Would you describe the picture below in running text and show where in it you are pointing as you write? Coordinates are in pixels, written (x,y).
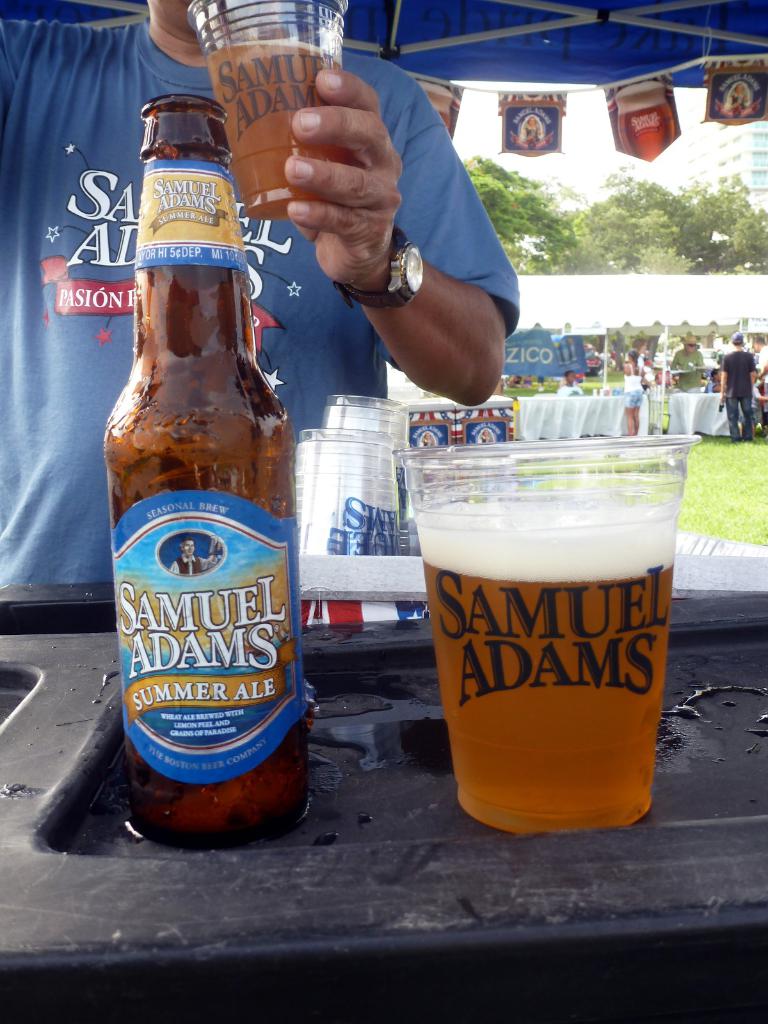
In this image I can see person (93,122) holding glass (255,94). In front (164,190) I can see a beer bottle (255,737), glasses (427,460) on the black color tray (529,865). Back I can see few people (633,378) and tents (607,281). Back I can see trees (623,210) and buildings (729,146).
